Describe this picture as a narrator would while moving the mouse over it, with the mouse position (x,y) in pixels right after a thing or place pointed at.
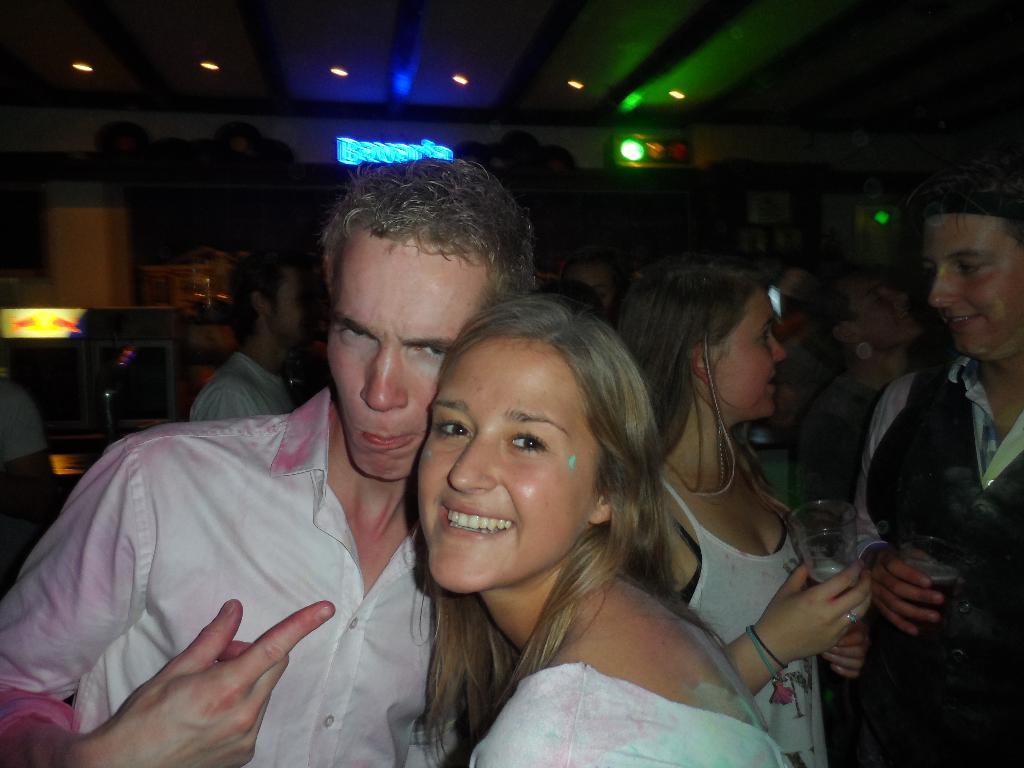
Here we can see people (658,514). These two people (770,369) are holding glasses (943,599). These are lights (630,163).
